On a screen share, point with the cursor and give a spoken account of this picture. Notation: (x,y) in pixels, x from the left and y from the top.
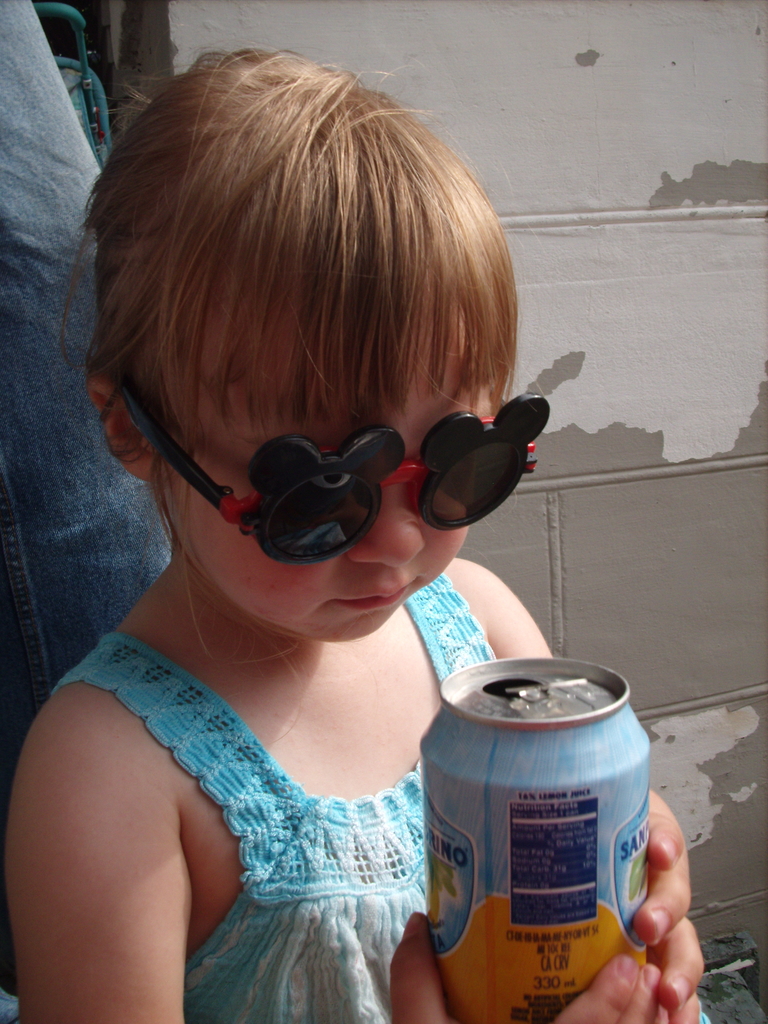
In the foreground of this image (287,514), there is a kid (287,757) holding a tin (567,722) and wearing spectacles (305,475). In the background (61,323), there is a leg (30,214) of a person (36,119) and a wall (584,43).
